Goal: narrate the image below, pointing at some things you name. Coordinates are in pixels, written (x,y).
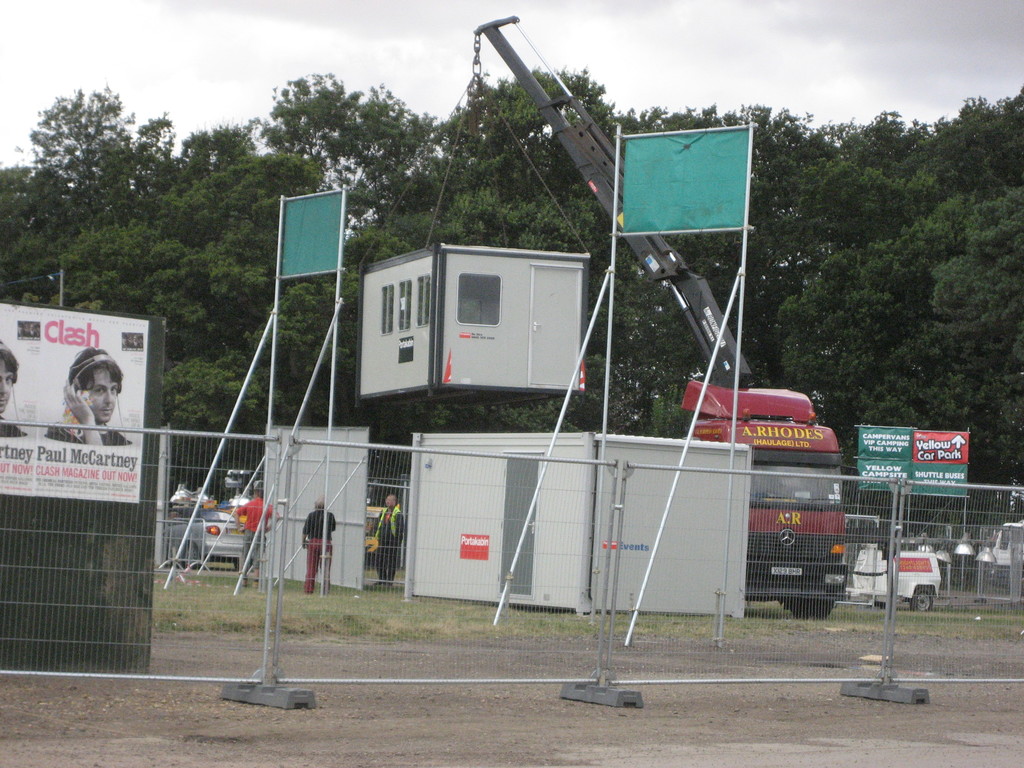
In this picture, we see an iron fence (888,649) and behind that, we see large containers (441,507) and people (255,542) standing beside that. We even see cars (234,540) parked on the road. On the right side of the picture (781,405), we see a red color vehicle (767,494) and we even see a banner (880,474) in green and red color with some text (880,444) written on it. On the left corner of the picture (89,408), we see a white banner (62,437) with some text (46,470) written on it. There are many trees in the background (59,228) and at the top of the picture (433,54), we see the sky (420,65).
